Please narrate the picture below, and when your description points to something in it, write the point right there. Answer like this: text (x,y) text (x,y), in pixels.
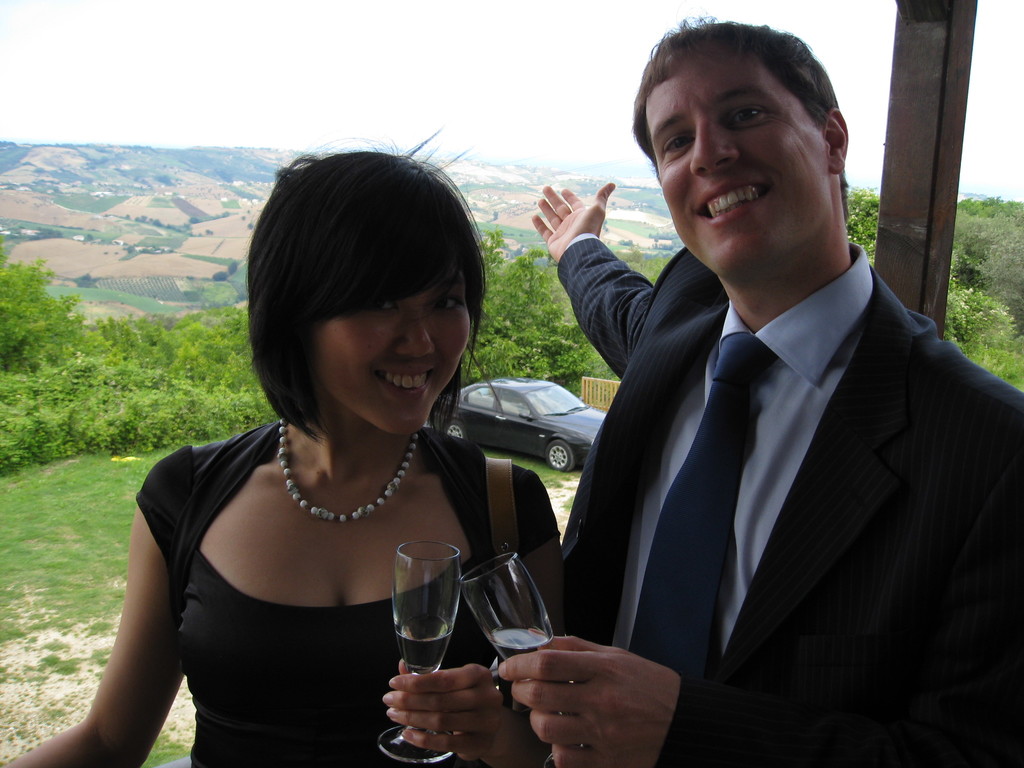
To the left side (208,612) there is a lady (212,626) with black dress (217,720) and holding a glass (427,636) in her hand (412,712). She is smiling. Beside her there is a man (857,528) with black jacket (884,493), blue shirt (774,450) and blue tie (705,487) standing and holding a glass (544,640) in his hand (578,666). He is also smiling. In the background (251,189) there are hills (138,214), plants (126,358) and grass (55,512).
